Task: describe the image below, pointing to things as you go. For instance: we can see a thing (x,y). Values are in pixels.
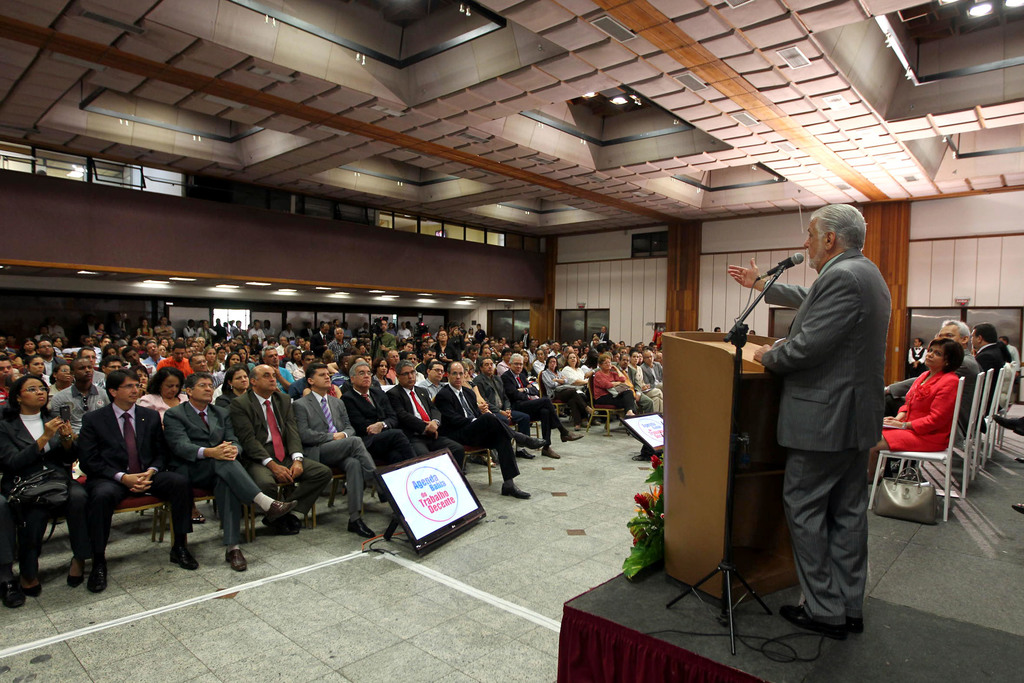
In this image, we can see an inside view of a building (716,163). There are persons (932,376) wearing clothes (446,399) and sitting on chairs (588,392). There is a person (857,314) on the right side of the image (795,305) standing in front of the podium (763,476). There are boards (657,426) in the middle of the image (632,430). There are lights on the ceiling (691,125) which is at the top of the image (533,73).
